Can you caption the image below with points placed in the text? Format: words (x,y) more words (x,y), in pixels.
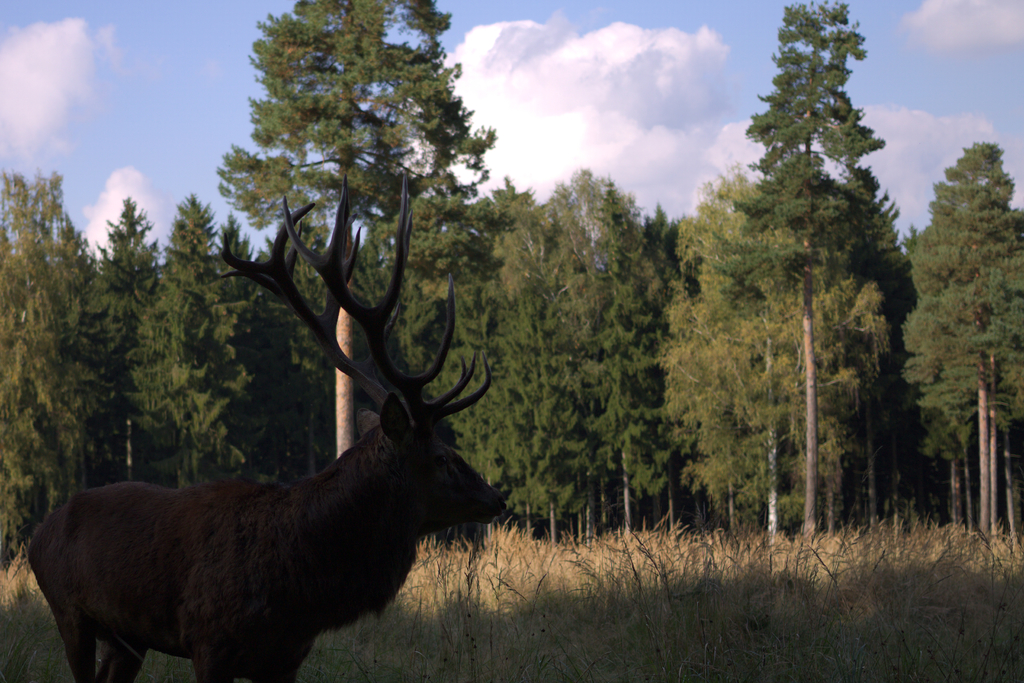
In this image I can see a deer (458,522) is standing. In the background (527,511) I can see yellow grass (642,558), number of trees (616,327), clouds (721,79) and the sky (233,21).
